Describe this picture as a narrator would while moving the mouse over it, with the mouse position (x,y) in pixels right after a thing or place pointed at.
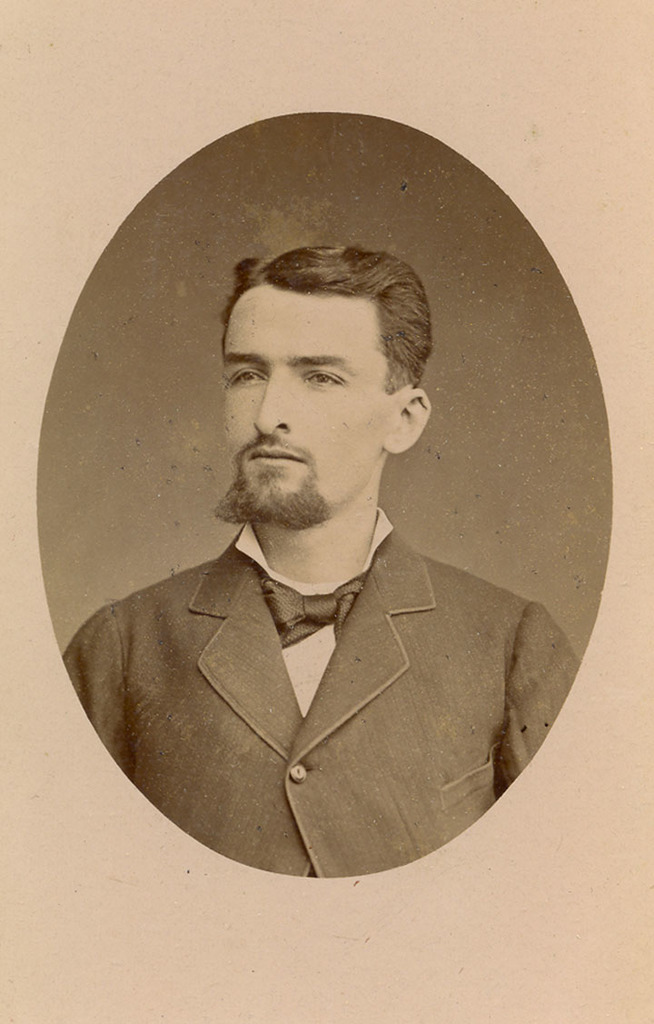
It is an edited image and in this image we can see a person (320,379) wearing the suit (317,722).
